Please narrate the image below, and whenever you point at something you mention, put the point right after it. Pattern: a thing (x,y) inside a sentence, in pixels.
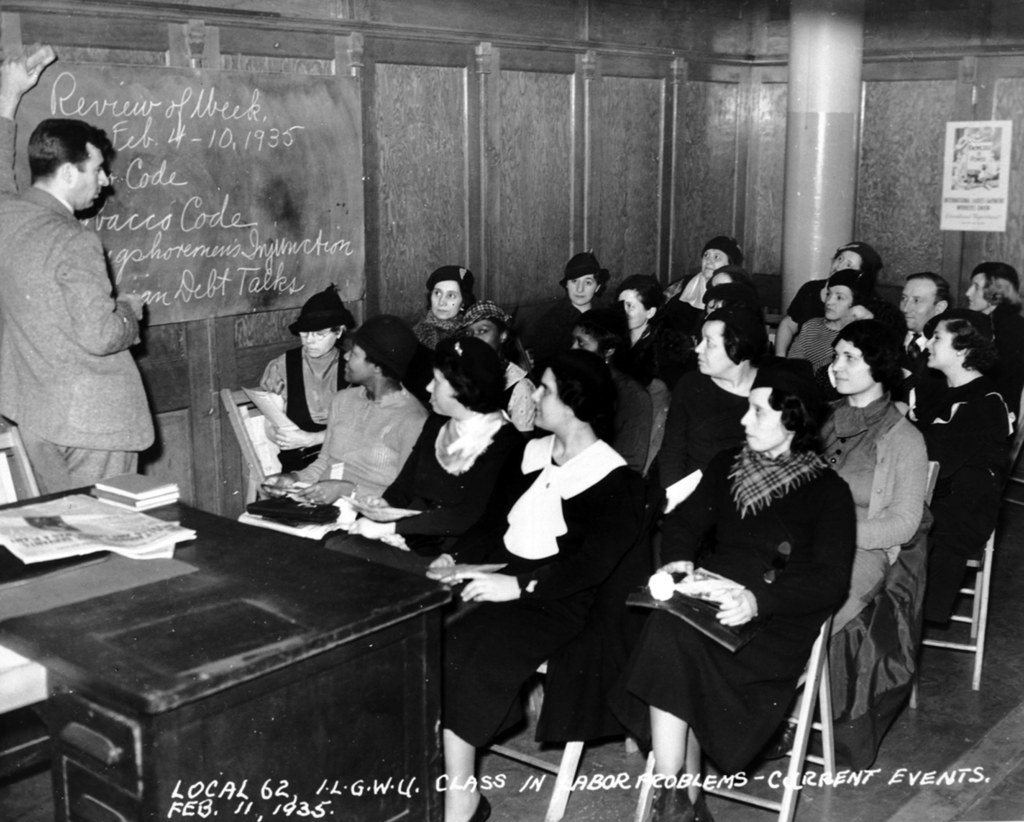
There is a group of people (409,481). They are sitting on a chair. On the left side (66,363) we have a one person (96,373). His standing. We can see the background there is a table (362,579), pillar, cupboard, poster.
